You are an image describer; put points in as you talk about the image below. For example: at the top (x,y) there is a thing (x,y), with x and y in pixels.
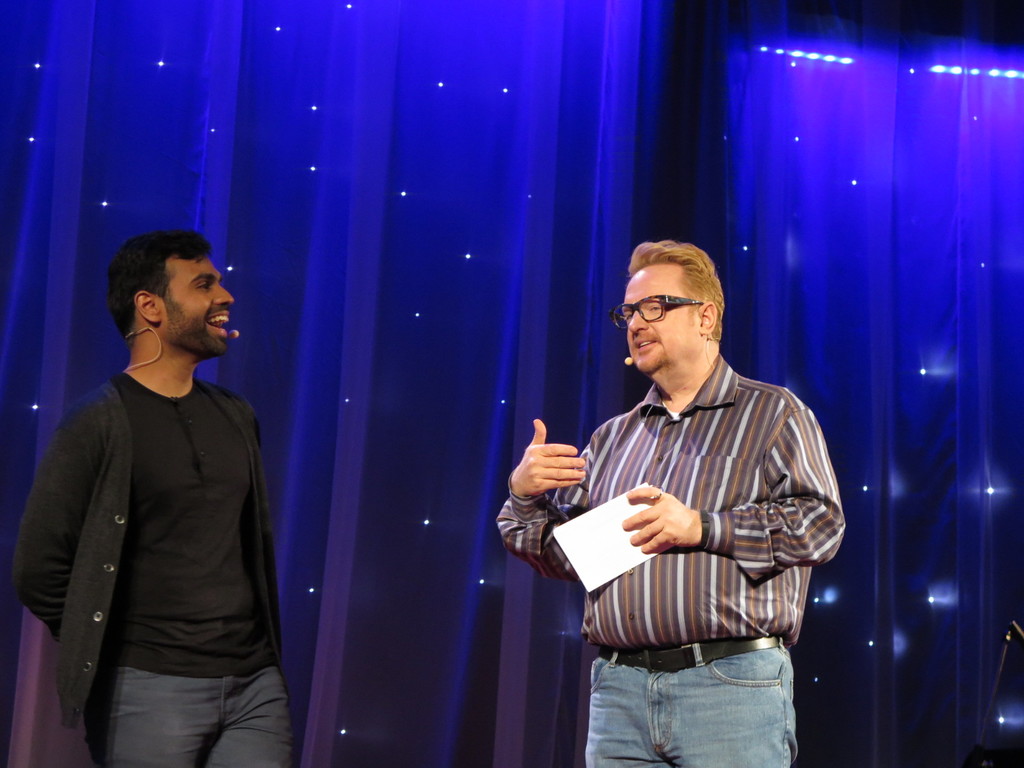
In the center of the picture (663,277) there is a person (648,529) holding a paper (628,513) and talking into a mic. On the left (200,597) there is a person (179,550) in black dress (188,504), laughing. In the background (692,150) there are lights (954,74) and curtains (481,172).
